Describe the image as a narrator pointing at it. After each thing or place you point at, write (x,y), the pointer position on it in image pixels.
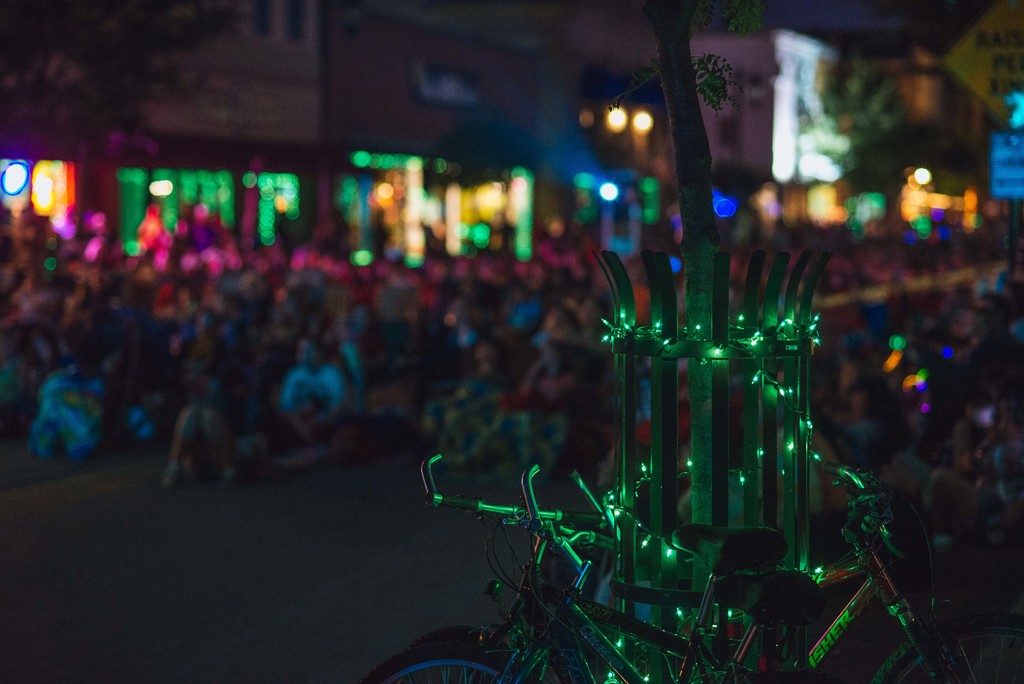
In this image I can see few bicycles (727,562) in the front (861,537) and behind it I can see number of lights (741,342) and a tree (696,470). In the background (542,396) I can see number of people (38,417), number of buildings (248,113), few trees (48,95), number of lights (975,204) and I can see this image is little bit blurry in the background (305,341). On the top right corner of this image (963,80) I can see a yellow colour thing (976,66) and on it I can see something is written.
